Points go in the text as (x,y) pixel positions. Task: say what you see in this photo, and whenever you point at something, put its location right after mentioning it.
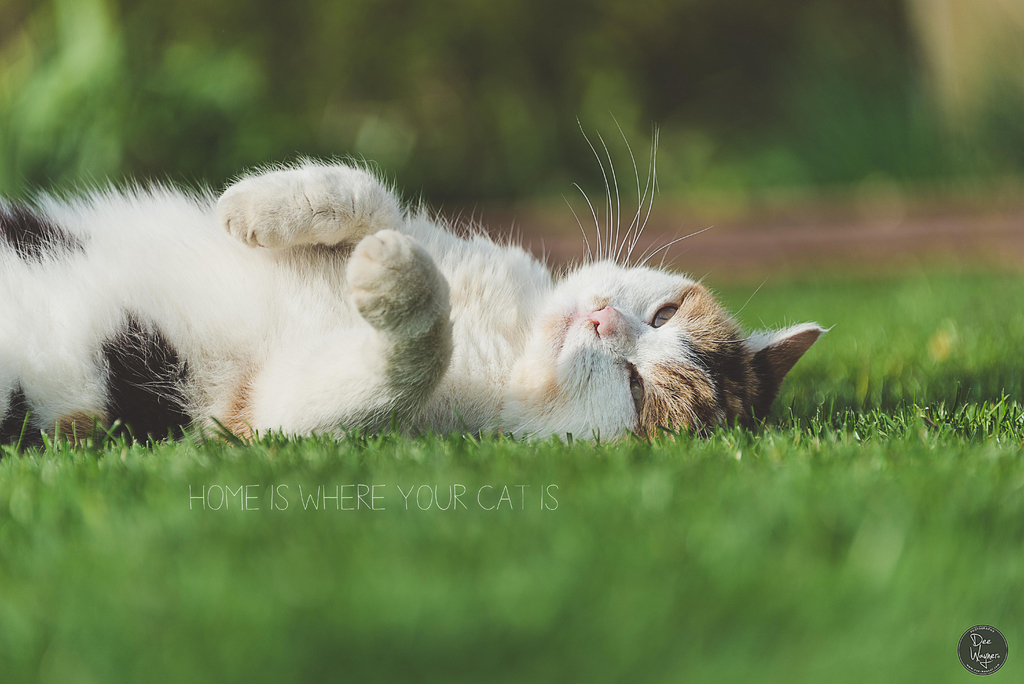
In this picture I can see a cat (425,307) and grass (812,432) on the ground (493,456) and I can see text (422,497) in the middle of the picture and I can see a logo (981,628) at the bottom right corner of the picture (980,650) and I can see blurry background (390,74).
